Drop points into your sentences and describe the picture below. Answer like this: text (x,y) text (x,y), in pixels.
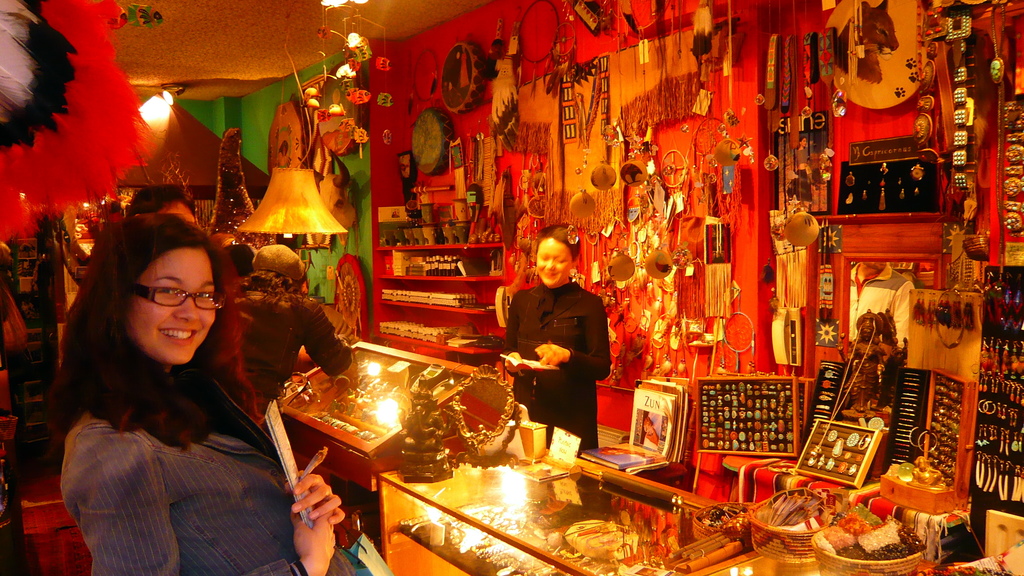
In this image I can see a group of people (238,317) are standing in front of a counter (502,521) in which I can see jewelleries (513,480). In the background (940,470) I can see decoration items (719,138), stones (719,403), rings (783,406), lamps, hangings (441,140) and a wall (374,141). This image is taken may be in a shop (377,397).
